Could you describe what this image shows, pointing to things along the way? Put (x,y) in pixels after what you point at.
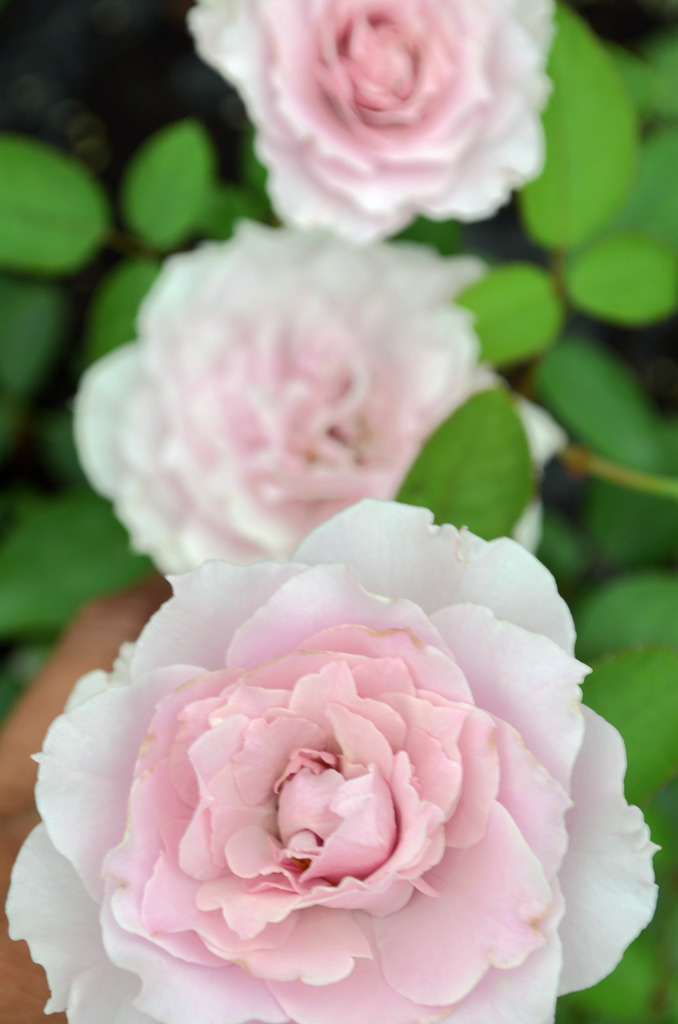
In this image I can see few flowers (269,696) which are pink and white in color to the plants (623,75) which are green in color and a human hand (25,793). I can see the black colored background (83,49).
